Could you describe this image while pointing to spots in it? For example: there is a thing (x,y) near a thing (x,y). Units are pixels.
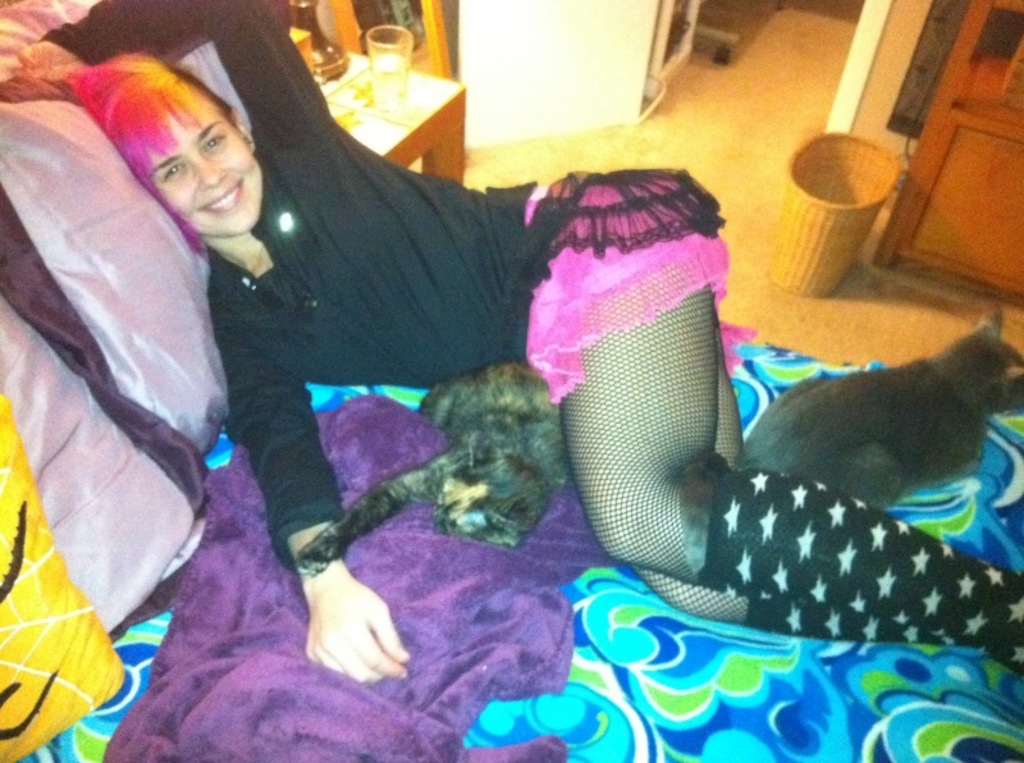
In this image I see a woman (345,181) who is lying on the bed (24,38) and she is smiling. I can also see 2 cats (519,364) on the bed (686,623). In the background (391,122) I see the table (330,83) and there is a glass (384,49) on it.
